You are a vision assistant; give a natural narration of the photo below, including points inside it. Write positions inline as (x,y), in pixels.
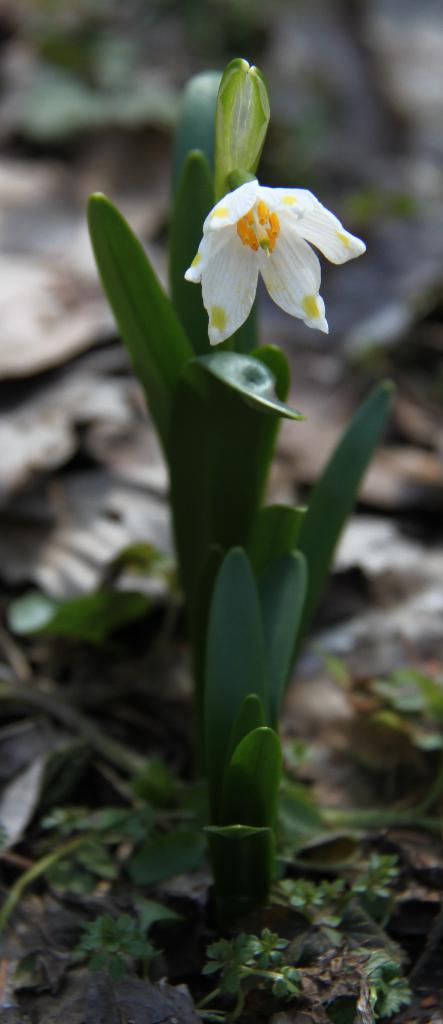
In this image, in the middle (278,621), we can see a plant (286,663) with white flower (236,268). In the background (72,56), we can see green color, at the bottom (236,955), we can see green color.
